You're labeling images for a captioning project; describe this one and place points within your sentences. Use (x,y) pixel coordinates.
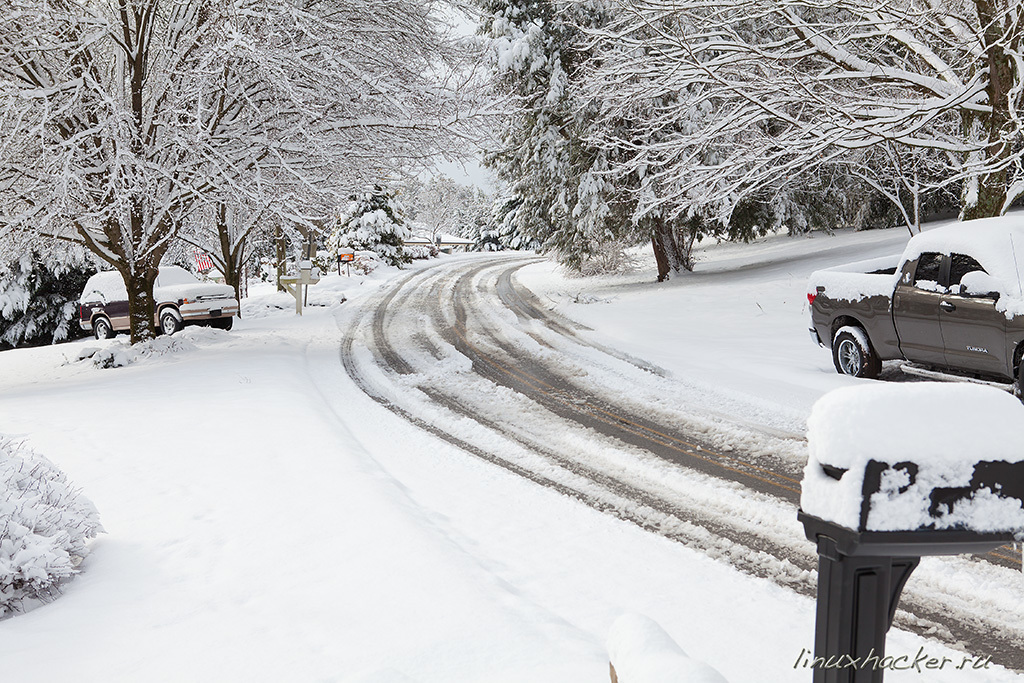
This image is clicked on the road (483,400). On the either sides of the road (524,392) there is the ground (727,276). There are trees (246,147), plants (58,510) and sign boards (300,285) on the ground (334,281). There is snow (198,335) on the trees (126,239) and the ground (165,543). In the center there is the sky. In the bottom right (890,660) there is text (873,662) on the image.
